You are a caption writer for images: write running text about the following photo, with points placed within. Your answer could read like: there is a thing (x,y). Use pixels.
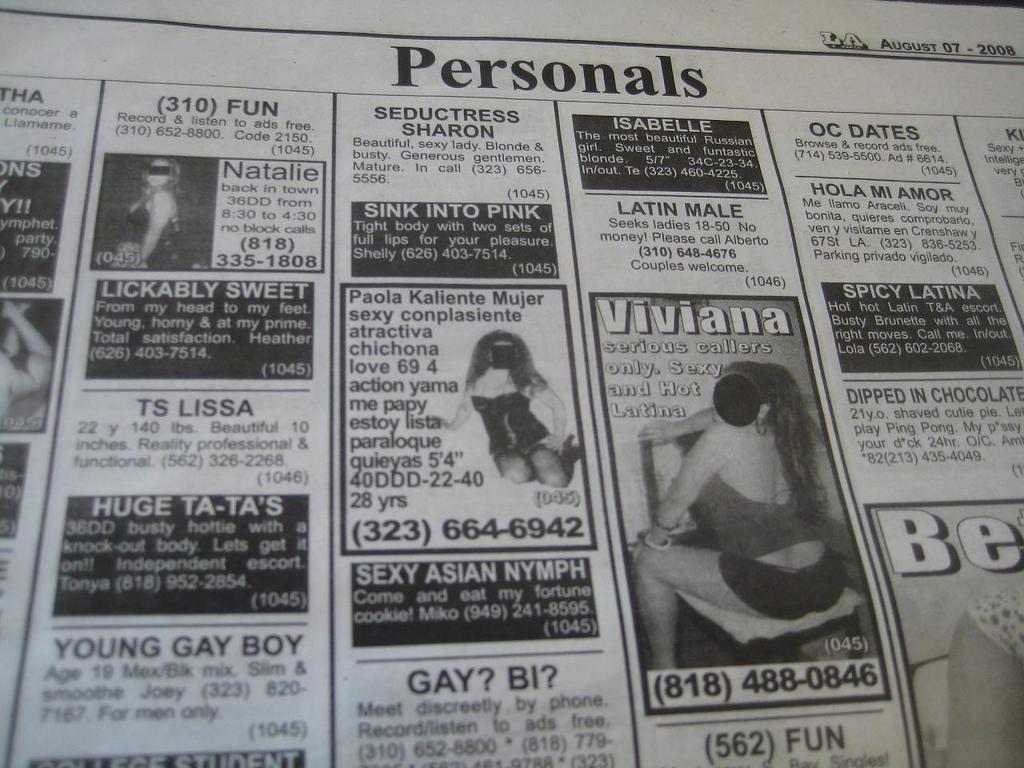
This is a zoomed in picture and we can see a newspaper (1001,20) on which the text (486,213) is printed and we can see the pictures (765,499) of some persons (524,405) printed on the newspaper (810,496).
